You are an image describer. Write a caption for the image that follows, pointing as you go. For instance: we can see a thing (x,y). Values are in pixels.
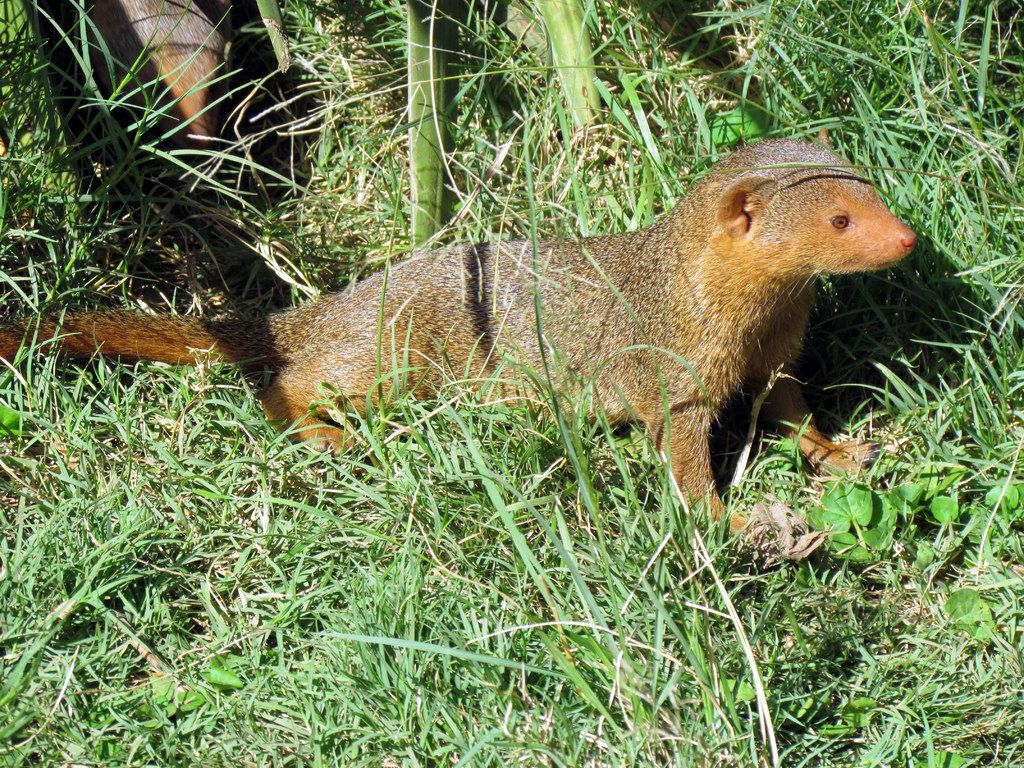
On the ground (354,559) there is grass (774,633) and small plants (892,488). On that there are two animals (458,248).
